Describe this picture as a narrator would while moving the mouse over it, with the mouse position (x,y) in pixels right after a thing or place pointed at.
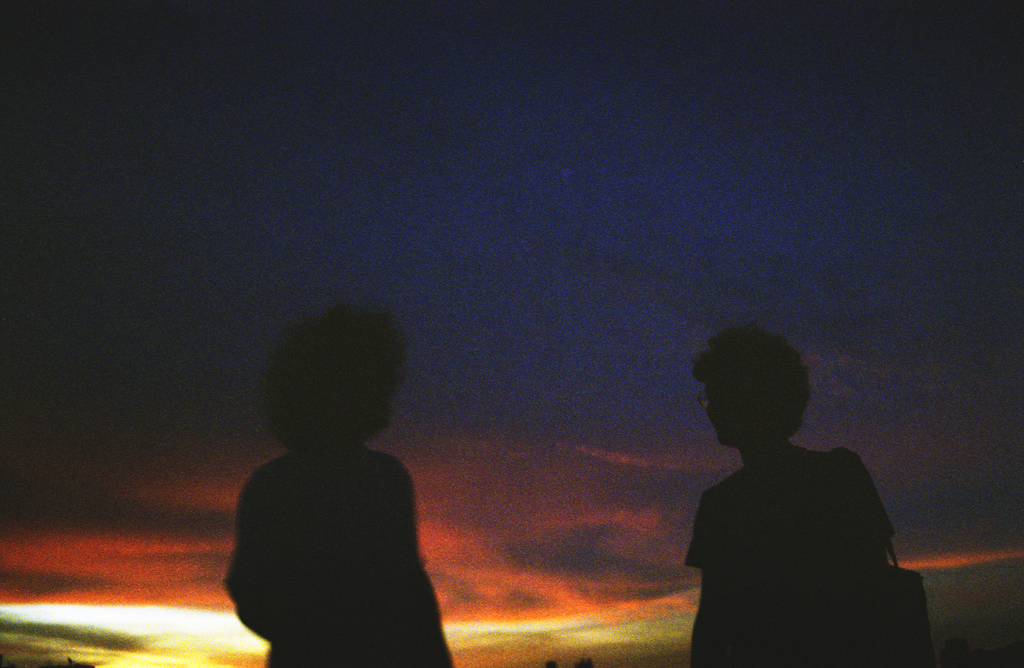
Here we can see two persons (712,601). In the background (490,222) there is sky (511,241) and it is dark.
